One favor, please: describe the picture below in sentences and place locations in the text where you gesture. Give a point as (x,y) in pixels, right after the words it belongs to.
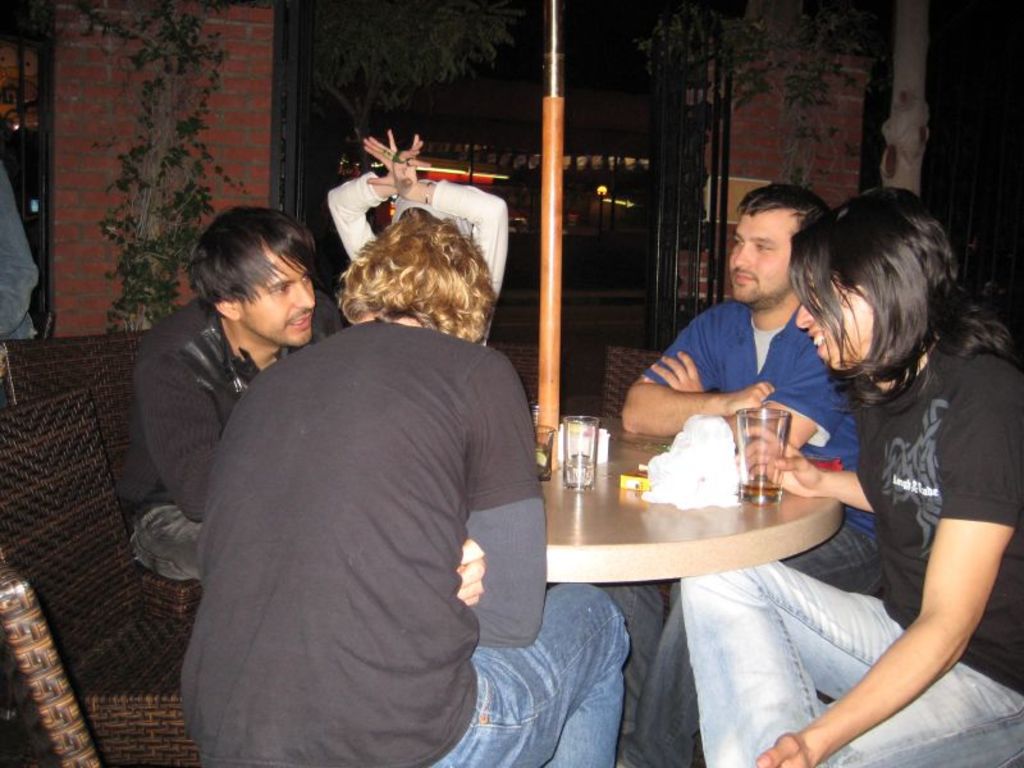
In this image I can see group of people (988,517) are sitting. In the background (686,39) I can see few trees (402,23) and a red wall (766,132).
